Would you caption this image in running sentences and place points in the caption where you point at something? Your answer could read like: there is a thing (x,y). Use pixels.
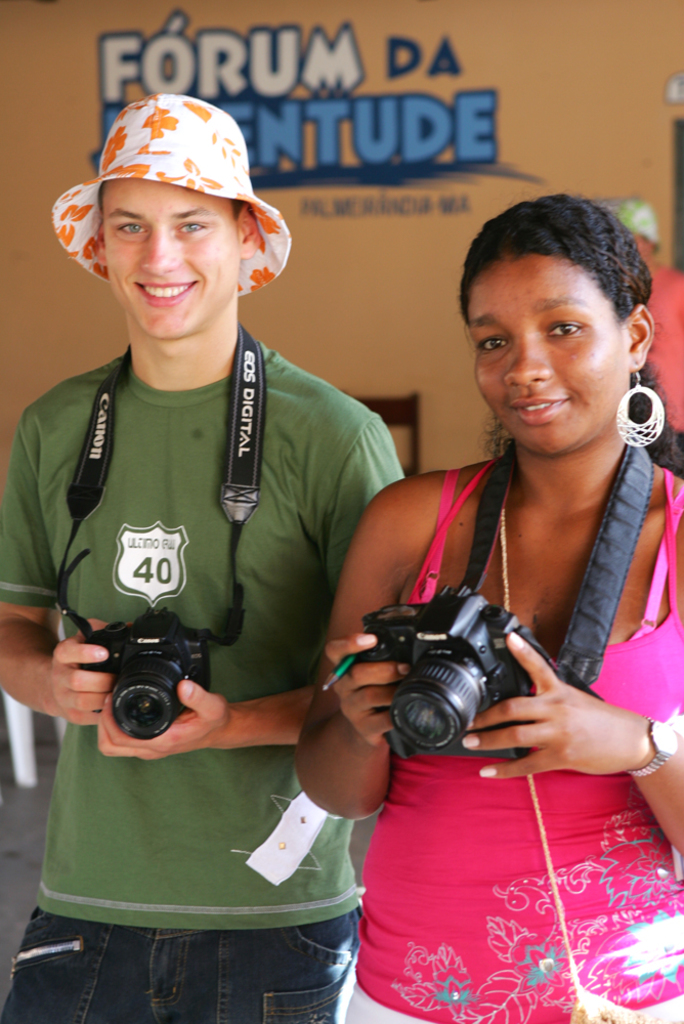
In this image there are two people (502,848) standing and holding a camera (200,661). And a men (161,792) who is wearing a green t shirt (170,548) holding a camera (170,668) and a woman (555,755) wearing a pink color top (589,777) holding a camera (600,547) and in the background (370,112) there is a wall (255,49) which is in brown color.
